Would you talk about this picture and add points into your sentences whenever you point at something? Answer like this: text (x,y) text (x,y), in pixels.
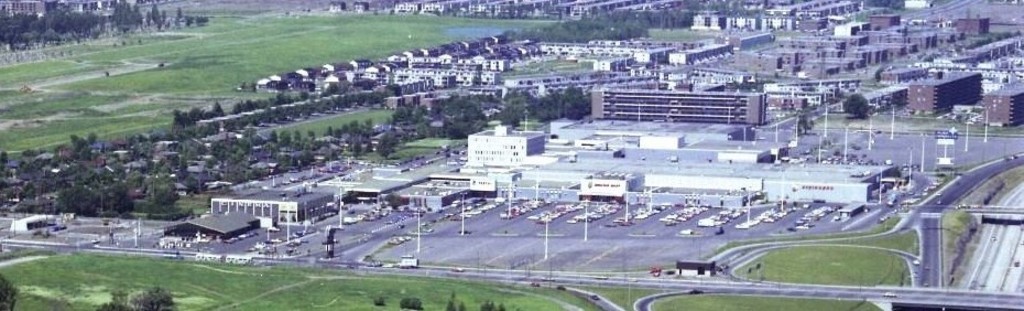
In this image we can see the many buildings (600,156), windows (719,118). And we can see the grass (166,75) and surrounding trees (191,143). And we can see the road (902,218). And we can see the poles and lights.
